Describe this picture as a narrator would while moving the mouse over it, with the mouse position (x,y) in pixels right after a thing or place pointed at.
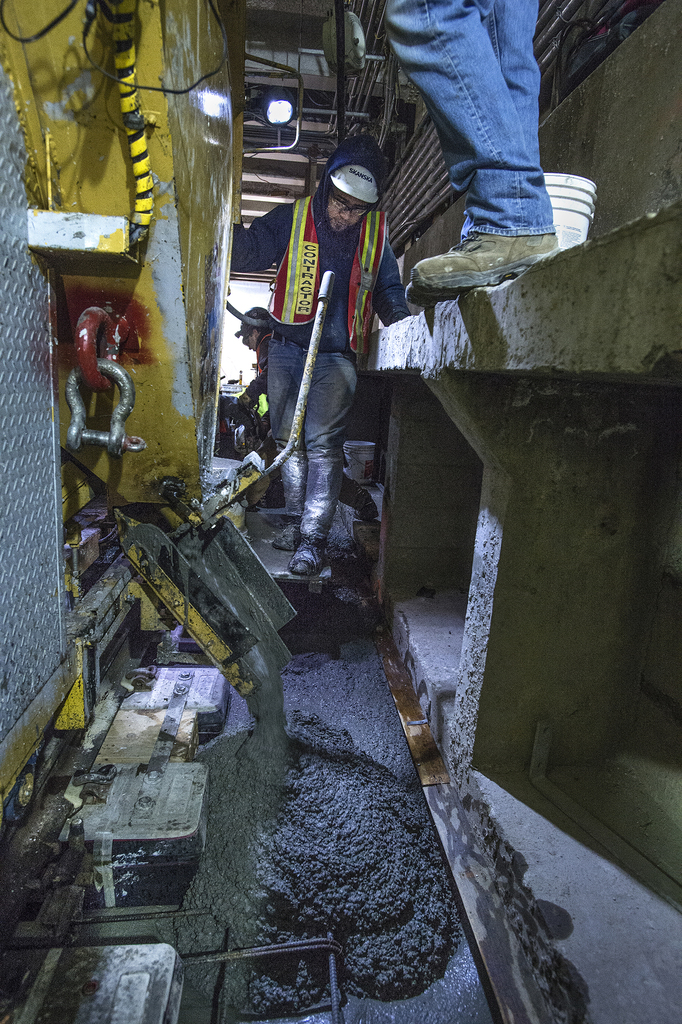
This picture shows few men (342,306) standing and i see a machine (198,60) and a bucket (579,225) and a light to the ceiling (322,106) and we see concrete mixture (357,823) on the floor (360,784).
